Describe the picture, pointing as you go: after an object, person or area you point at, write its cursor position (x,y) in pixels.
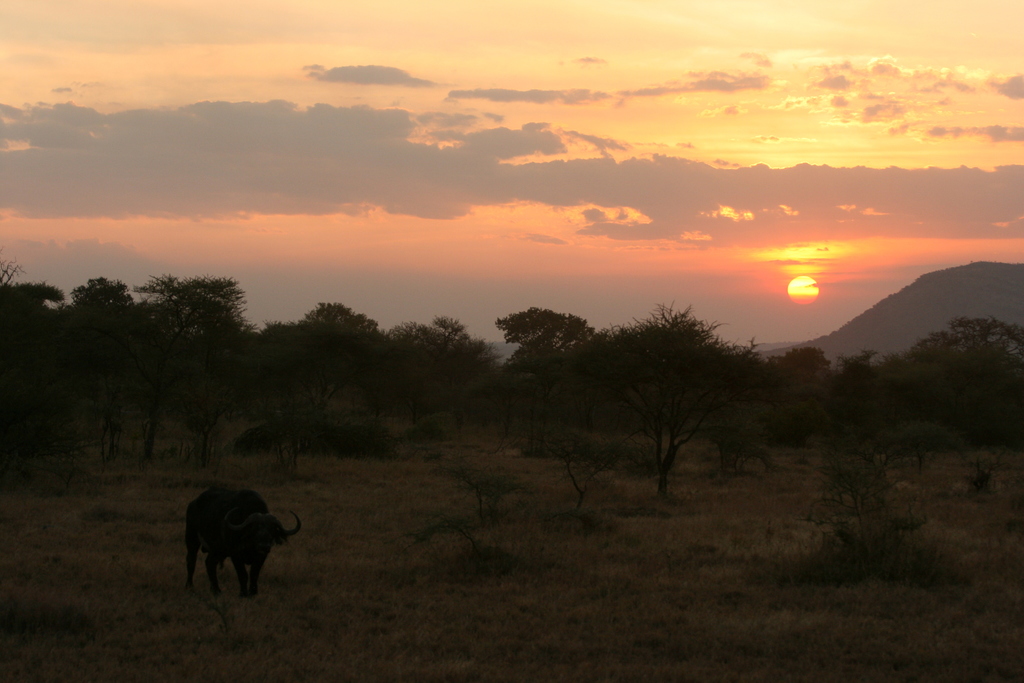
In this image there is a buffalo (200,531) on the surface (380,591) of the grass (434,590). In the background (367,365) there are trees (28,366), mountains (933,309) and the sky (574,174).
